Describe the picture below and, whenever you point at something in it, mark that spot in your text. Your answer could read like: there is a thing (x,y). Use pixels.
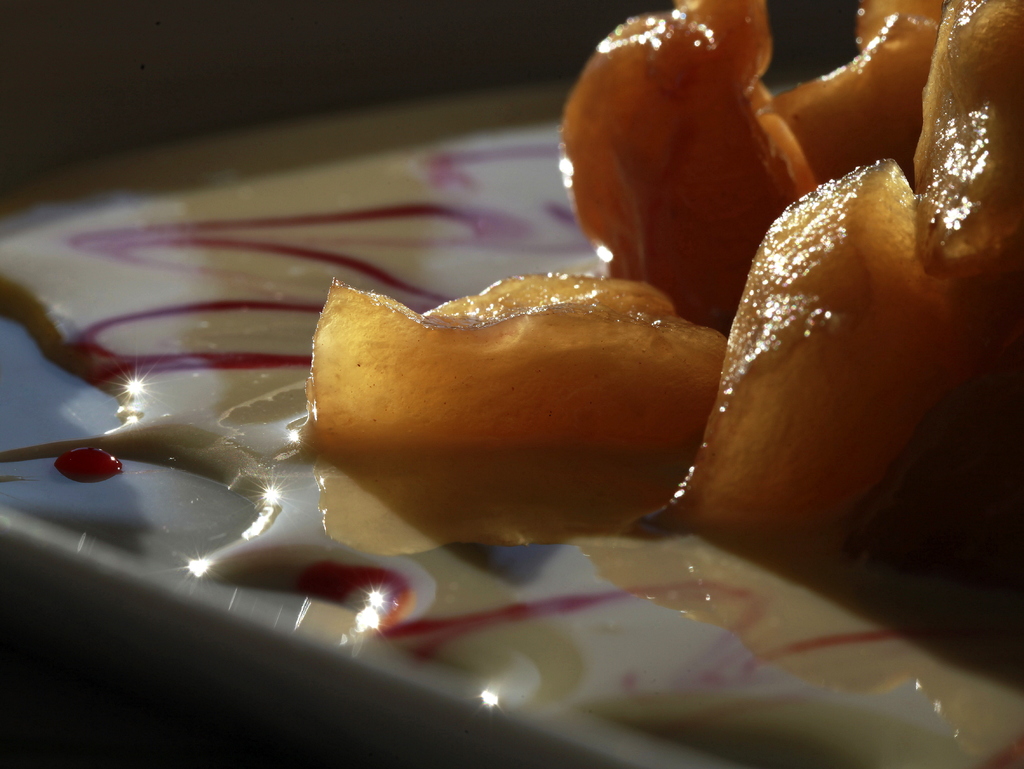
In this image we can see a plate (19,416) with some food (784,112) and the background (143,102) is dark.
